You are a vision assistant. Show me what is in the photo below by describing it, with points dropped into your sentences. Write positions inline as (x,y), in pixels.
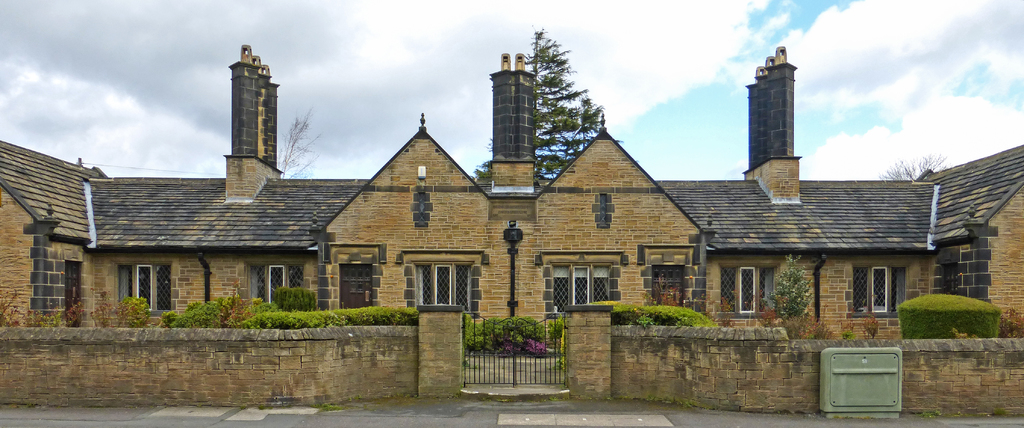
In this picture, we see a house (432,162) with a black color roof (288,212). In the middle of the picture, we see a gate (508,369). Beside the gate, we see a wall (308,351). Beside the wall (320,331), there are plants (317,318) and shrubs (282,314). In the right bottom of the picture (824,403), there is something which looks like a box (878,396). There are trees (536,142) in the background (540,103). At the top of the picture (686,64), we see the sky (681,67) and the clouds (696,37).
